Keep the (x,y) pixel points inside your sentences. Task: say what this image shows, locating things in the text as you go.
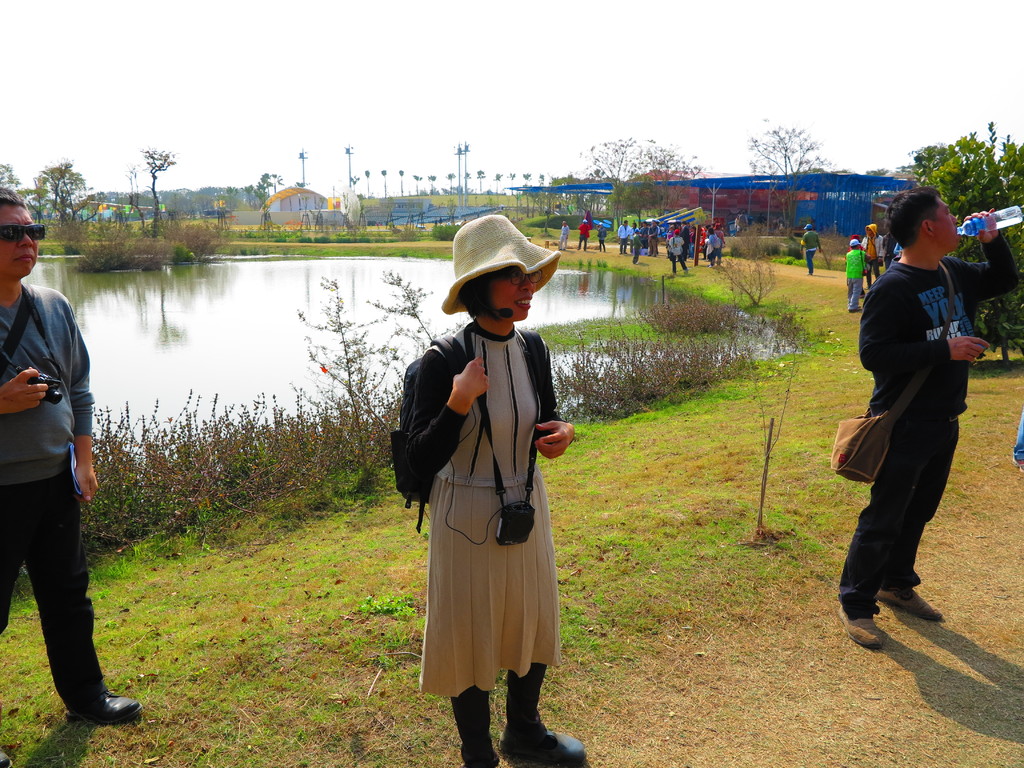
This picture is clicked outside. On the right (896,206) we can see the group of people (1011,255) seems to be standing on the ground (819,460), we can see the green grass (713,435), plants (180,494) and a water body (262,296). In the background (293,82) there is a sky (772,64), tents (729,184), trees (269,181) and poles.
